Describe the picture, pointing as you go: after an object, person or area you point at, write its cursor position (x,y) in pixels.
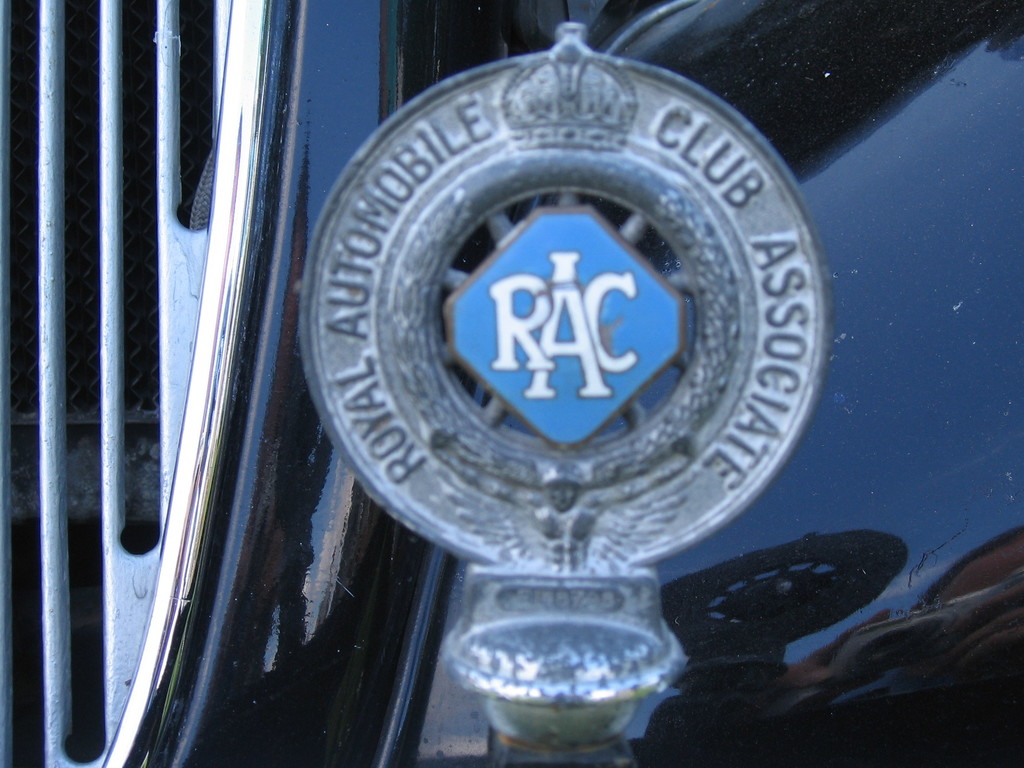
In this image there is a car logo (430,312). There is text (379,179) on the logo (747,436). Behind it there is a bonnet (335,72) of the car (579,8).
